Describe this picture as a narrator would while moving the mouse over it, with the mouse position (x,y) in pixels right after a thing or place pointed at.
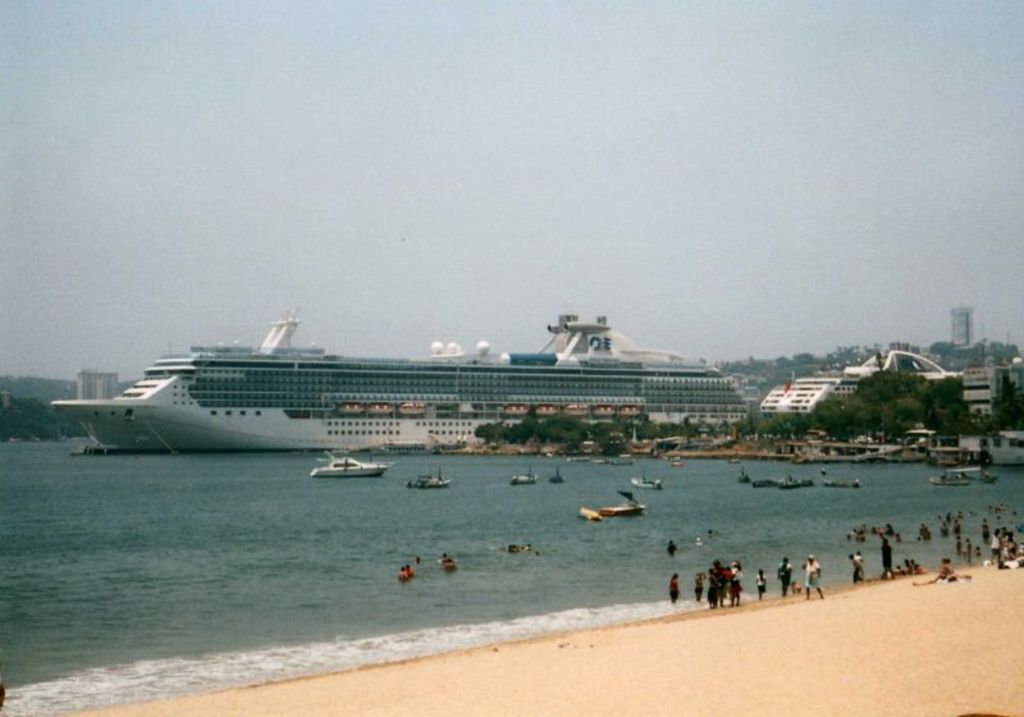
In this image we can see boats (521,479) and cruise (356,446) on the surface of water (300,532). At the bottom of the image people (783,590) are standing on the beach (686,672). Background of the image, buildings (958,340) are there. At the top of the image (270,184) sky (191,213) is there.
